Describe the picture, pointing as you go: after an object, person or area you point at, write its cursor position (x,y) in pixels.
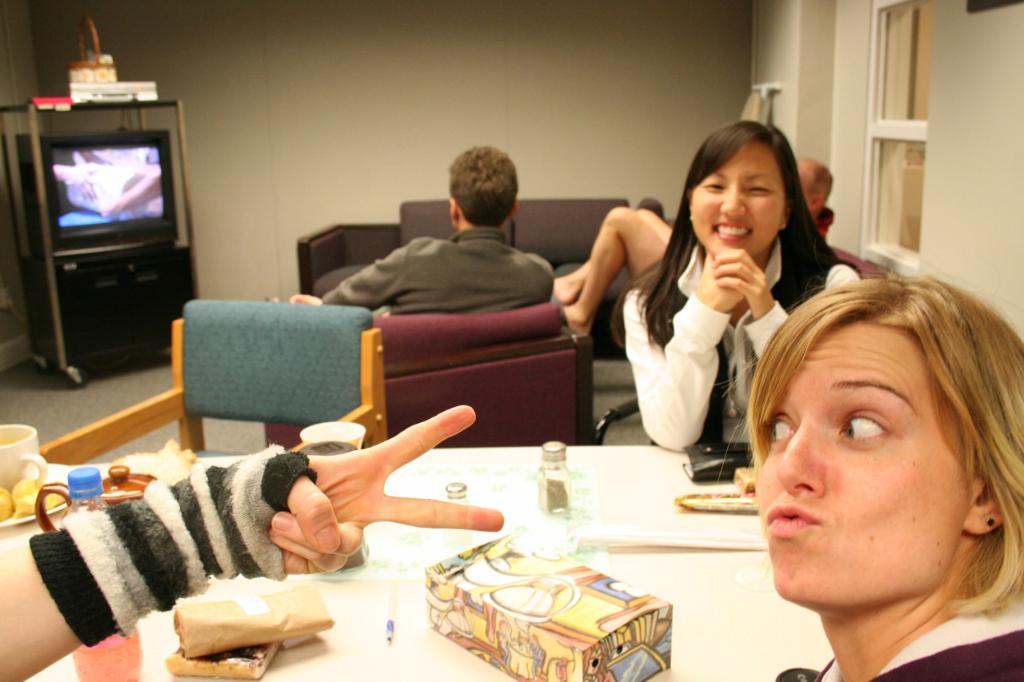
There are two ladies (767,431) sitting around a table (579,517). On the table (256,589) there is a box (465,611), cup (25,447), saucer (4,519), bottle (93,492), food items (32,483) and many other items (111,491). In the background (511,259) there are two persons (503,211) sitting on sofa (555,261). And there is a TV (103,197). On the TV (99,138) there is a basket (111,78). In the background (399,98) there is a wall (677,110), window (895,119).
